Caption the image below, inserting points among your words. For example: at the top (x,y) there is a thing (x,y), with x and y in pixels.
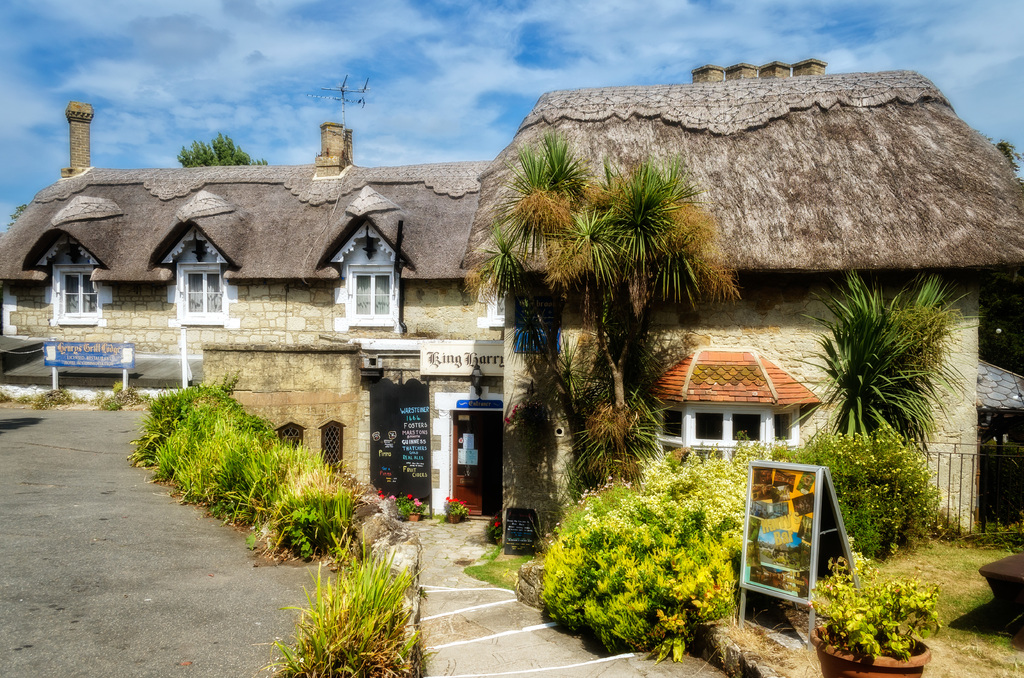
In this image I can see the houses (292,339). In-front of the houses (236,386) I can see the boards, plants (592,525) and the grass (255,452). In the background (210,161) I can see the tree (233,151), clouds (635,9) and the sky (295,107).
